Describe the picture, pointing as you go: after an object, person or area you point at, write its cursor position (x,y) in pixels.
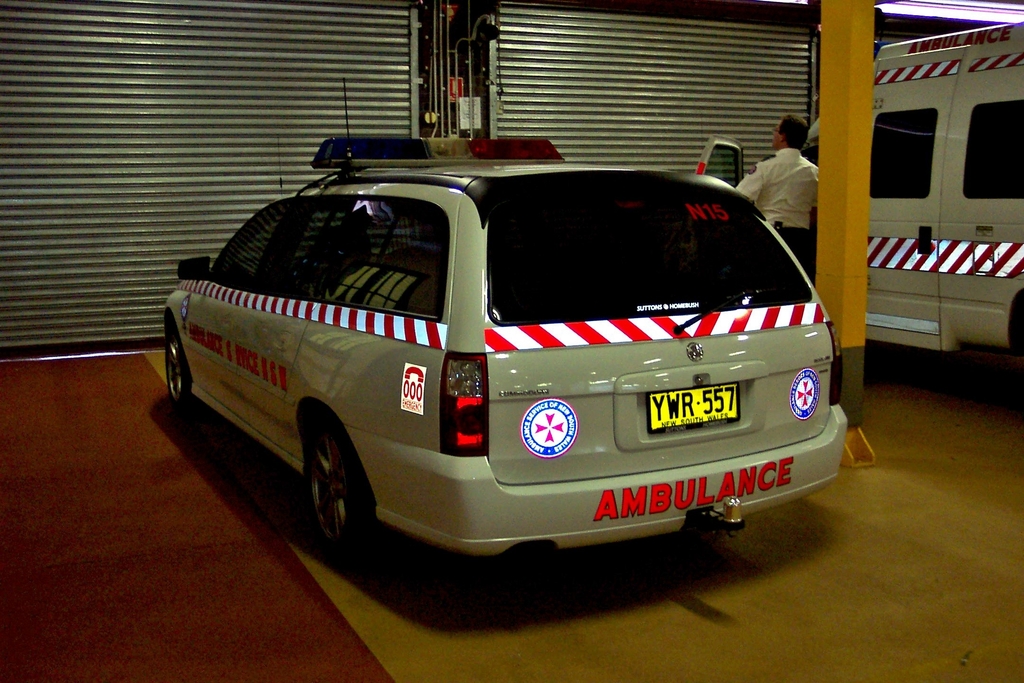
In this image, we can see few vehicles (688,407). At the bottom (663,627), there is a floor (451,627). Background (159,132) we can see shutters (620,98), rods (436,110), pillars (830,188). Here a person (783,182) is standing near the vehicle (886,152).
